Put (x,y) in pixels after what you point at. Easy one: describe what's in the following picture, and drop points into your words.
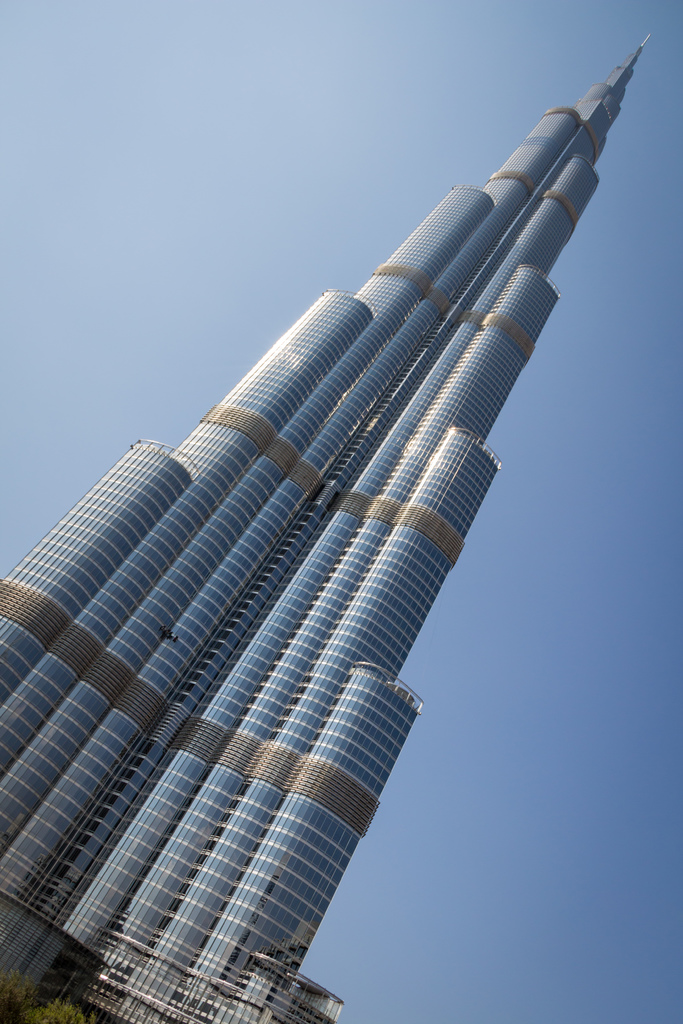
In this image we can see a big building (221,708). the sky (206,128) is in blue color.
